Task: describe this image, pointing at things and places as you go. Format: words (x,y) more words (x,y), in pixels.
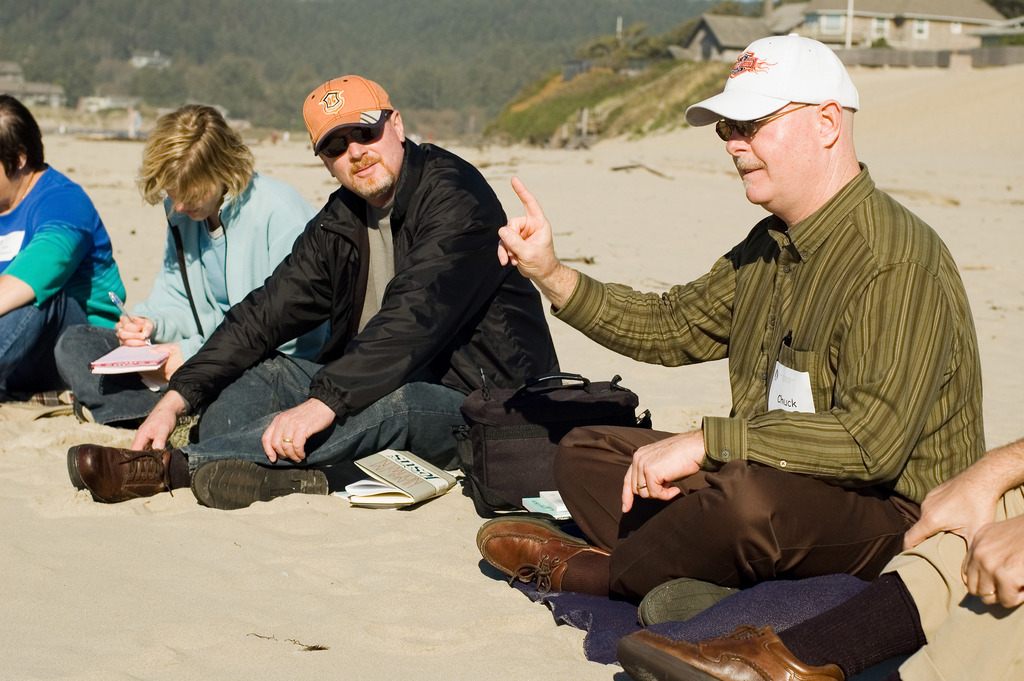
In this picture I can see there are few people (356,386) sitting on the sand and the man (806,500) at right (856,386) is wearing a shirt (857,396) and a cap (797,34), there is a person (385,310) sitting next to him is wearing a coat (421,154), shirt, cap (348,118) and glasses (345,137). There are few more people (203,286) sitting and in the backdrop (360,63) there is a buildings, a mountain (346,57) and they are covering with trees (489,98).
